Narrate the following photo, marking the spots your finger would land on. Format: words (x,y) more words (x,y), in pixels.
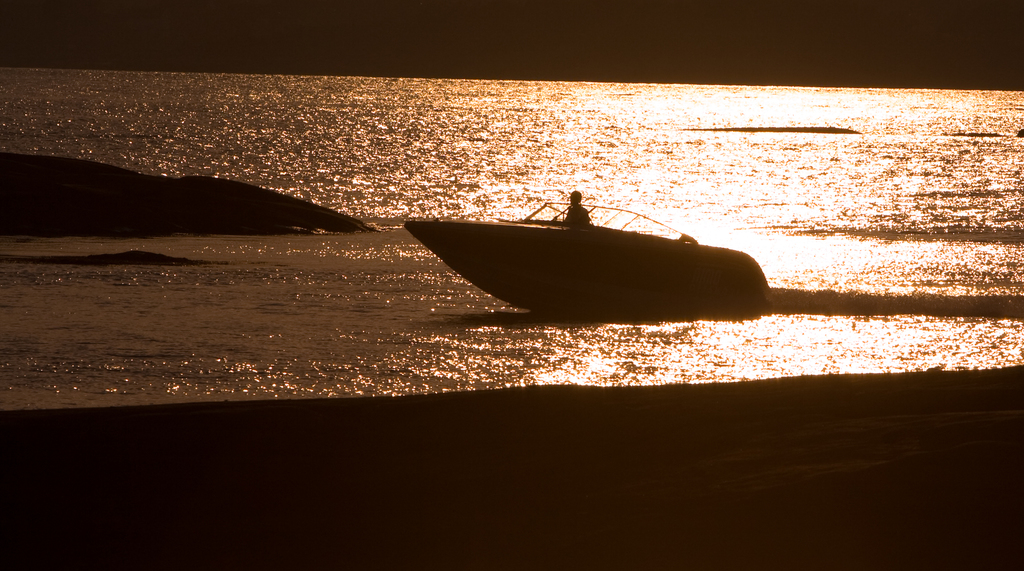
In this image, in the middle (673,259), we can see a boat (593,274) which is moving in the water (579,178). In the boat (695,287), we can see a person (587,210). On the left side (152,220), we can see some rocks (152,220). In the background (953,281), we can see water (461,117). In the middle of the image (379,359), we can see water (540,123) in a lake (506,386), at the bottom (578,451), we can see black color.
